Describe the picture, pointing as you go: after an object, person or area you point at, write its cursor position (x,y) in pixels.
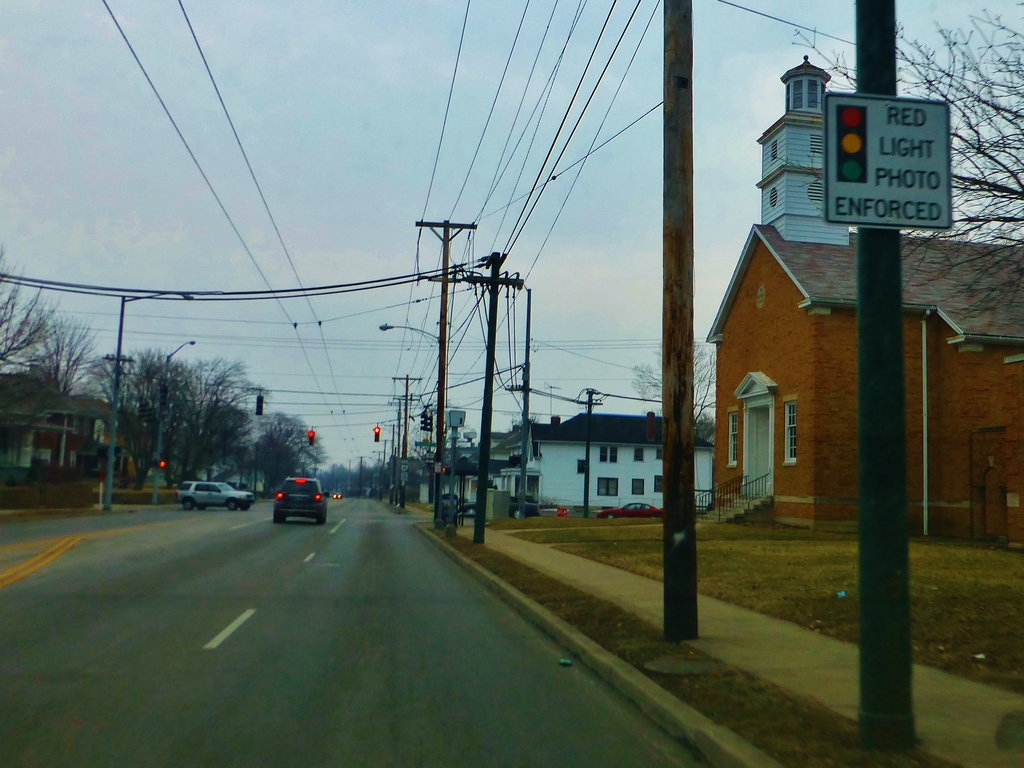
In this image we can see cars (290,497) on the road (333,693). On the both sides of the road (333,693), we can see poles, houses (58,433) and trees (1001,104). At the top of the image (405,146), we can see the wires (565,43) and the sky (611,129). There is a board (844,174) on the right side of the image (865,175).
